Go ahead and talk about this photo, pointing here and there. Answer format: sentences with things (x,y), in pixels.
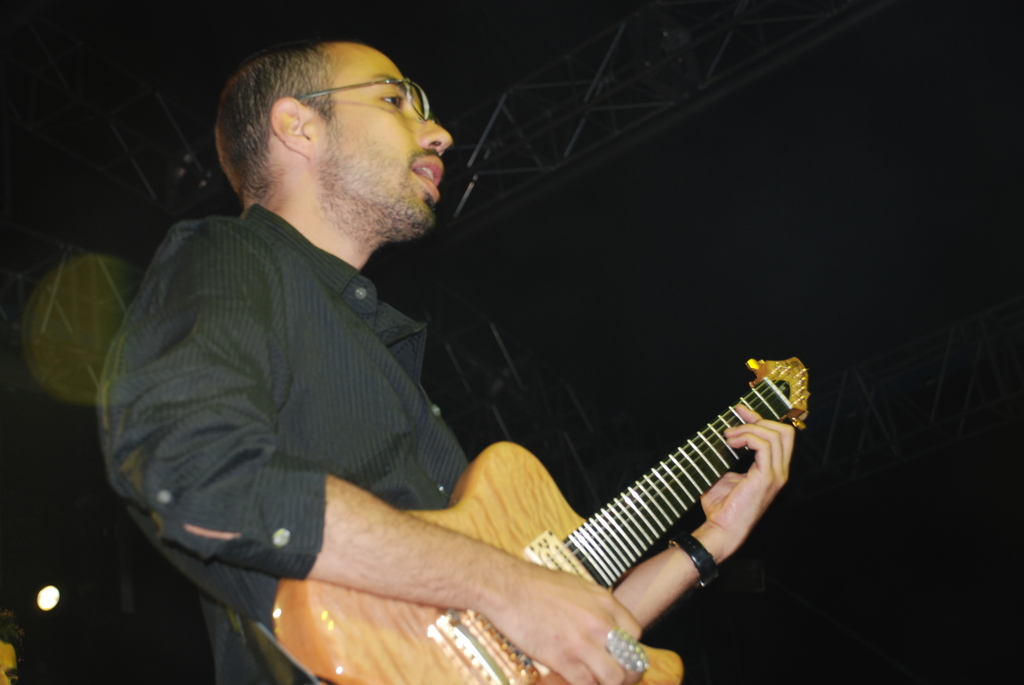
There is a man (273,338) who is playing guitar (394,628). He has spectacles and this is light (53,601).
